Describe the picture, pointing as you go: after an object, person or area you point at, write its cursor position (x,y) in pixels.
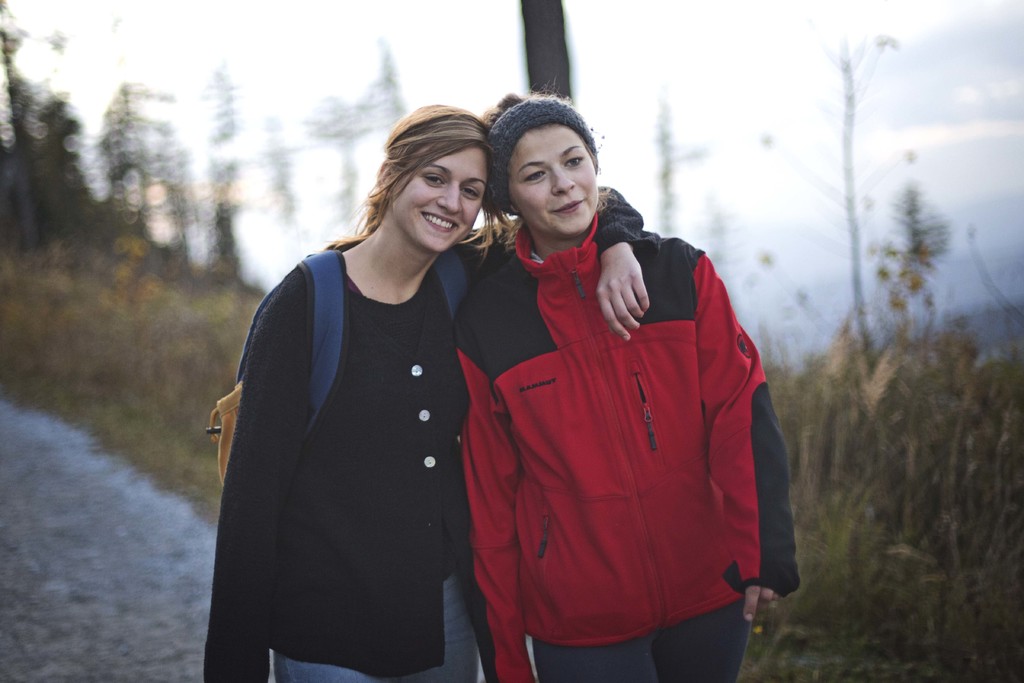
In this image I can see a beautiful woman (392,281) is holding another woman (669,289) and smiling she wore black color top (373,497) and jeans trouser (337,681). This woman (501,427) wore red color coat (633,468), behind them there are trees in this image.
